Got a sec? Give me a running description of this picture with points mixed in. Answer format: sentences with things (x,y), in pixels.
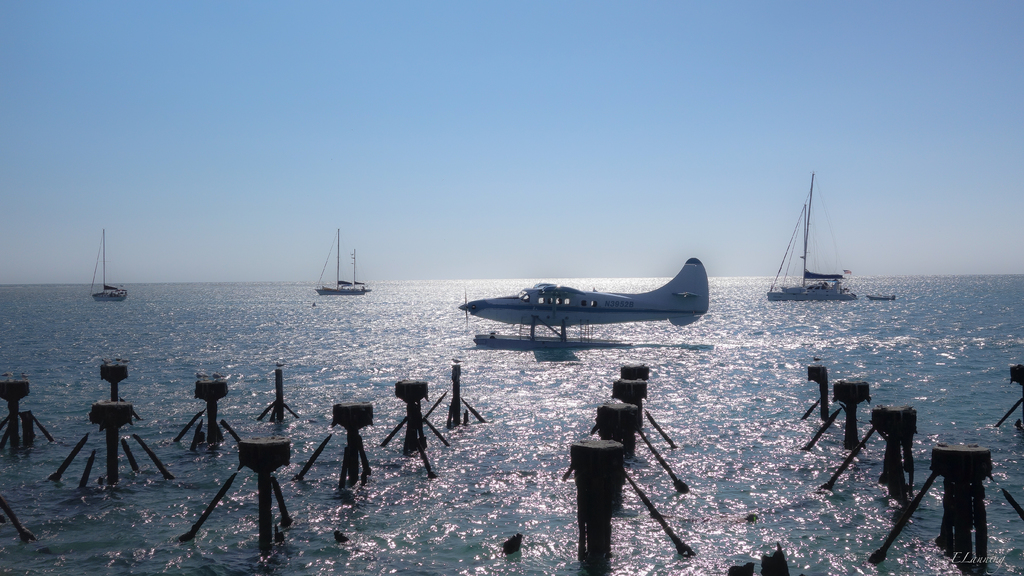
Above this water (715,317) there are boats (362,285) and plane (583,309). Sky (422,90) is in blue color.
